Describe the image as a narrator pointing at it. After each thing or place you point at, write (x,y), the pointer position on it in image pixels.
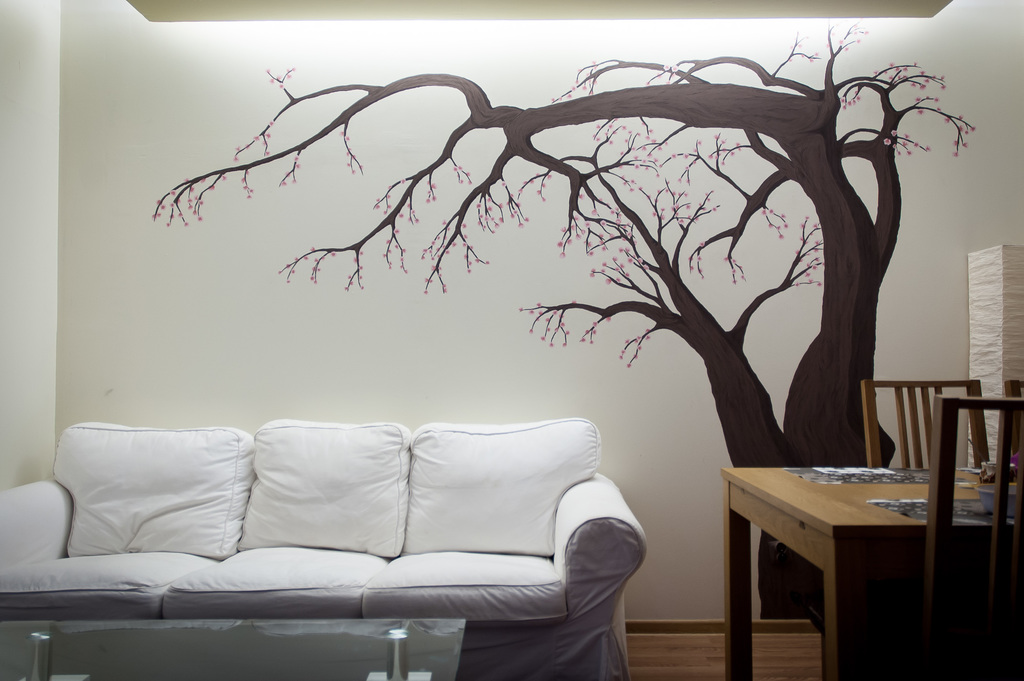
In this image i can see a sofa (362,524), a wall (711,230) with the tree painting (725,425), a table (830,501) and two chairs (933,511).
